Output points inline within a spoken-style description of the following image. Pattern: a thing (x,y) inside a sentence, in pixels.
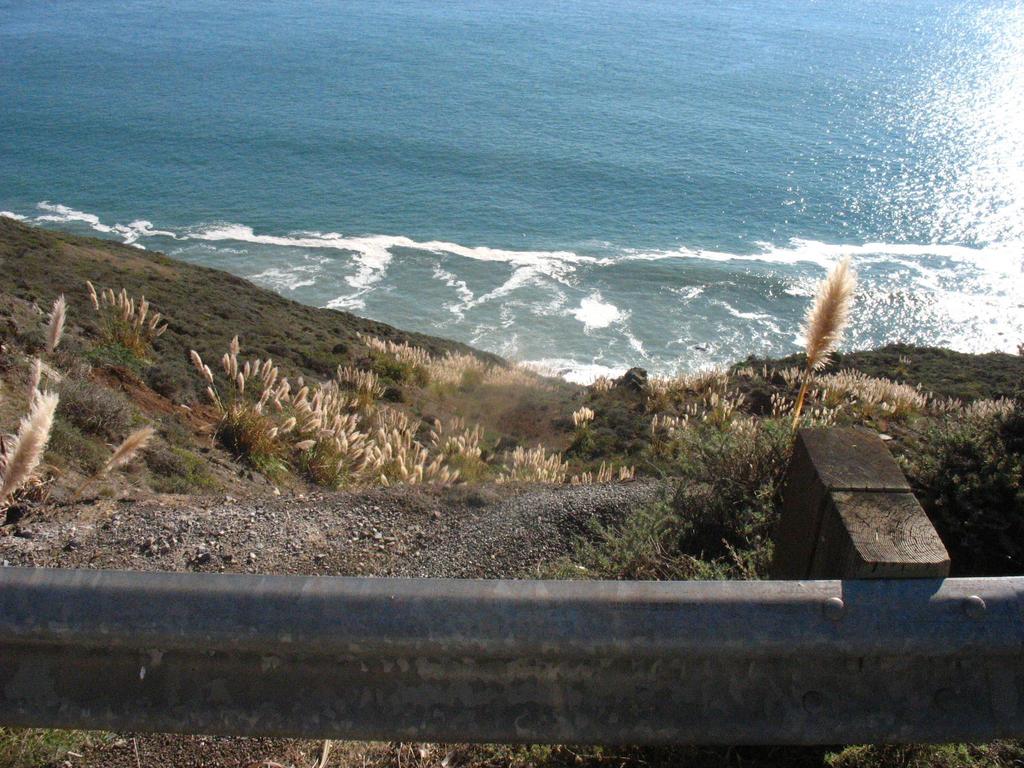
In the picture I can see a fence (852,667) in the right corner (964,619) and there is a greenery ground (776,439) and few plants (416,435) beside it and there is water (481,129) in the background (399,72).
